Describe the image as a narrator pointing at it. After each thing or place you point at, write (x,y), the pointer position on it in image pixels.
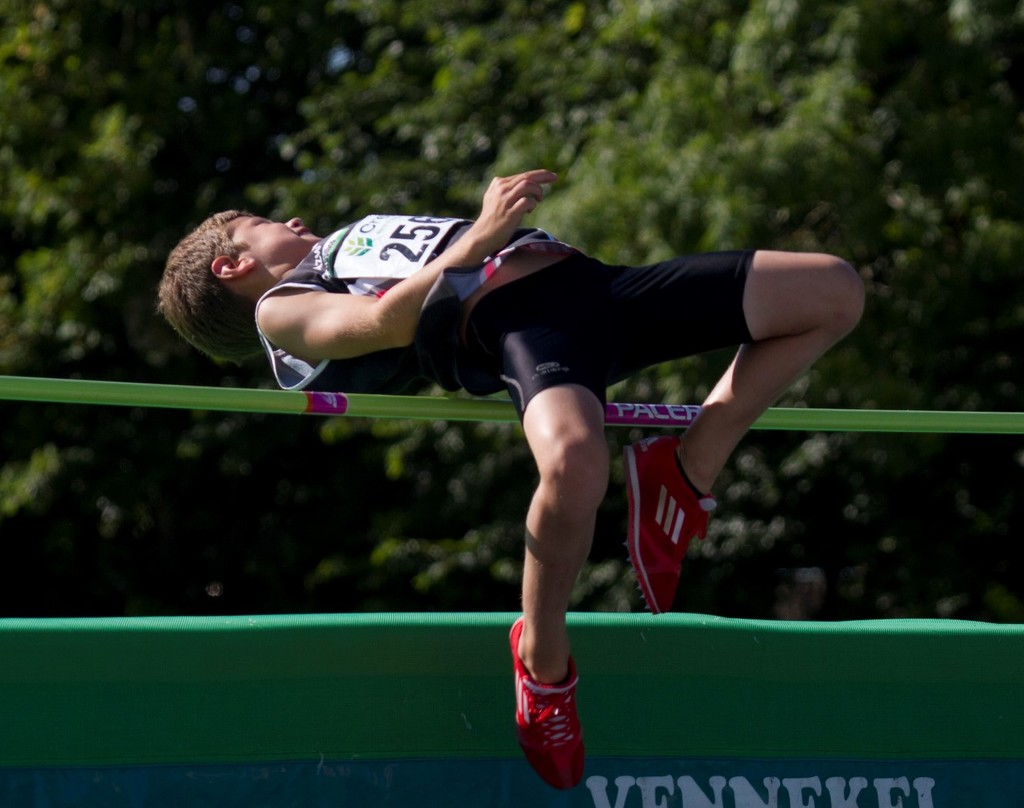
In the center of the image (610,318) there is a person (572,515) jumping in the air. In the background (213,535) we can see trees (291,135).
